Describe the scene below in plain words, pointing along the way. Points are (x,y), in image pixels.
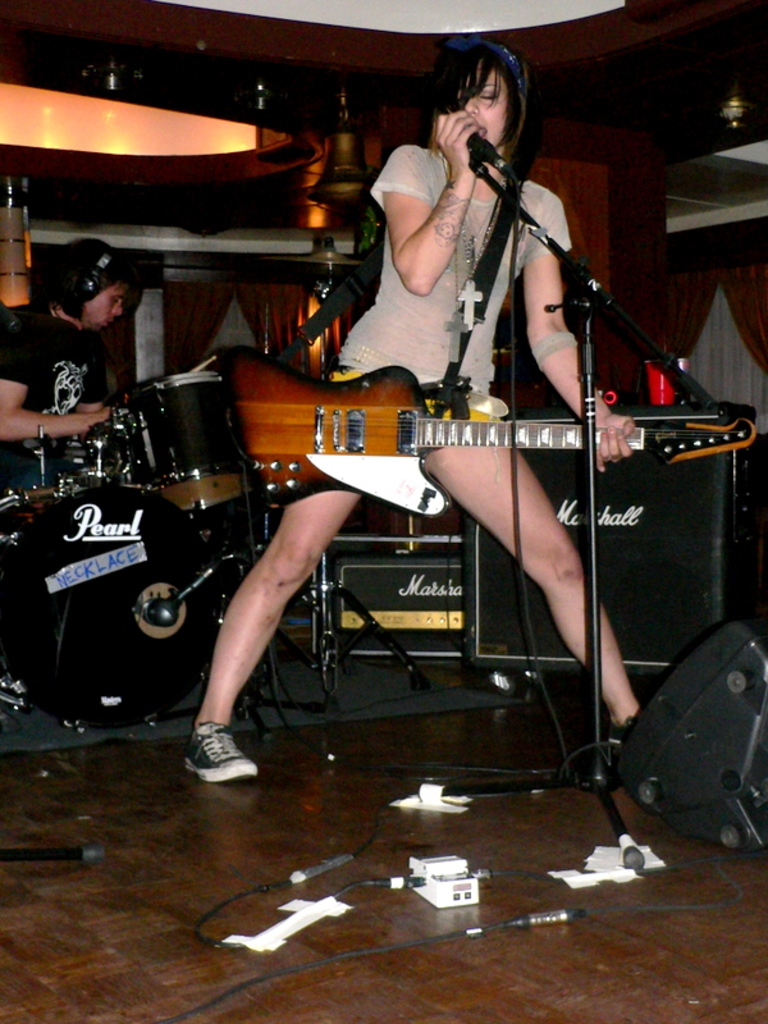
In this image there are two persons (453,229), one woman (453,229) and one man (100,371). Woman (443,253) is singing on a mike (489,156) and she was holding a guitar (246,424) and she is wearing a white colored dress (347,348) and black shoes (222,742). A man (97,251) is in the left side (92,539) and he was sitting and playing drums (189,392).
